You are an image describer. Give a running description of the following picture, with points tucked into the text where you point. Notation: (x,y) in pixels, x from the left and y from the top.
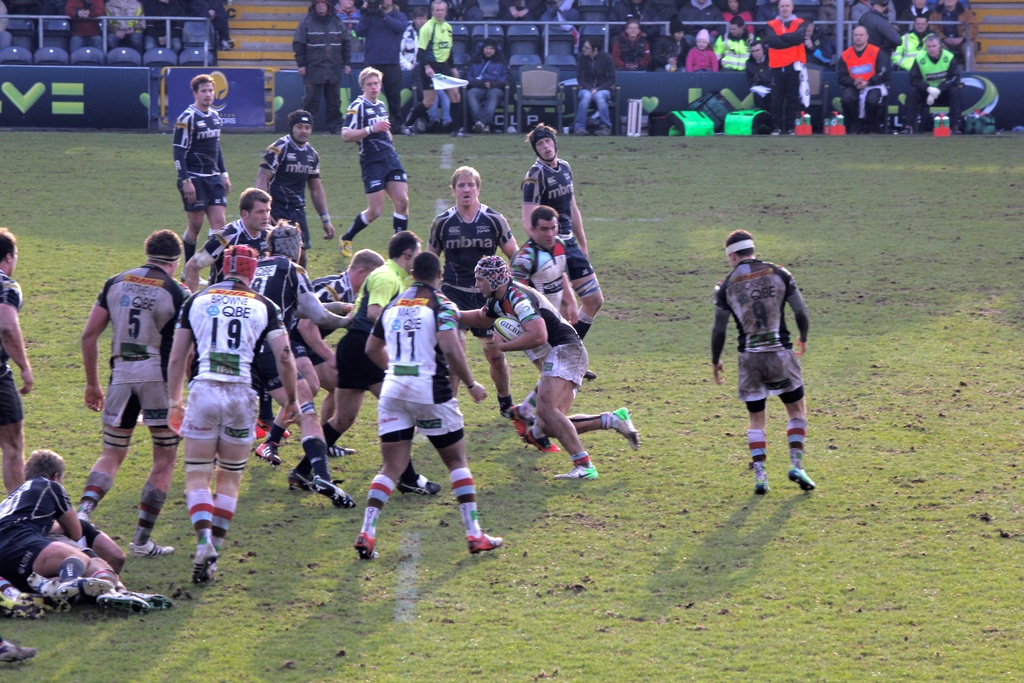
In this image we can see few persons (422,398) are standing and running on the ground (630,372) and few persons (43,508) are lying on the ground (646,373) on the left side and a person (557,329) is holding ball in his hands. In the background (70,27) there are audience (738,21), chairs (54,50), hoardings (219,71), poles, water bottles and other objects (763,115).
